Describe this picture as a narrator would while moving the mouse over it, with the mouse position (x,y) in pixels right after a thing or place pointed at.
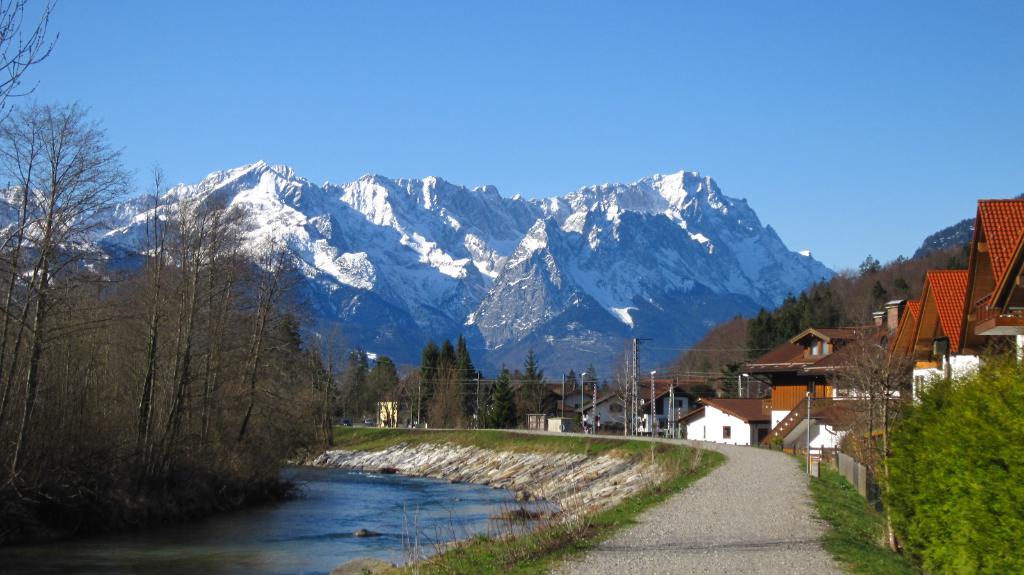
In this image we can see the grass (675,456). And we can see the mountains (633,275). And we can see the trees (238,367), plants (312,447). And we can see the road (656,439). And we can see the houses/buildings (660,423). And we can see the sky (356,86). And we can see the water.
